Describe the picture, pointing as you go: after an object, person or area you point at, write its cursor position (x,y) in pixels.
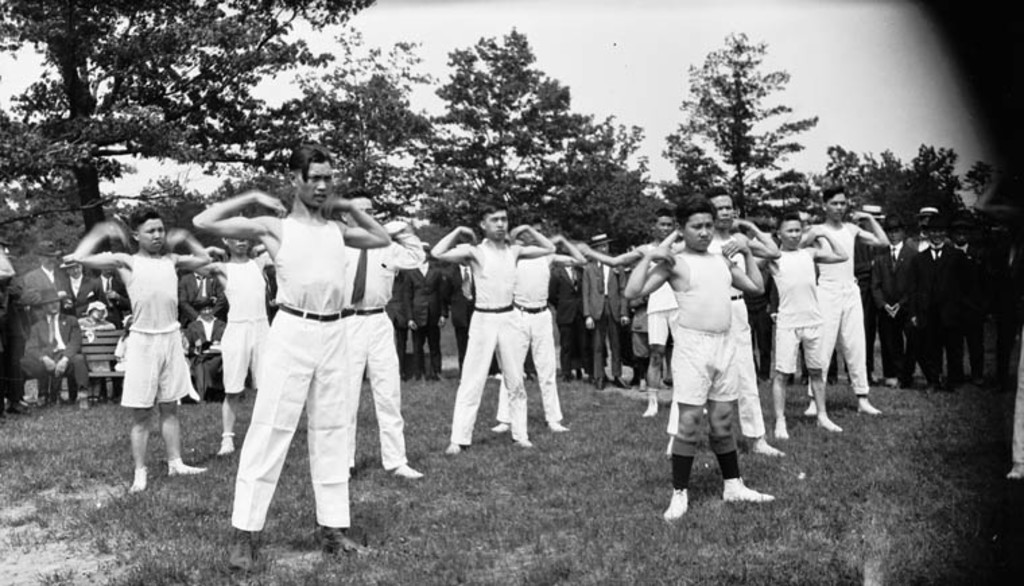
In the image I can see some people (540,353) and around there some other people (570,356) wearing suits (921,261) and also I can see some trees (505,197).
